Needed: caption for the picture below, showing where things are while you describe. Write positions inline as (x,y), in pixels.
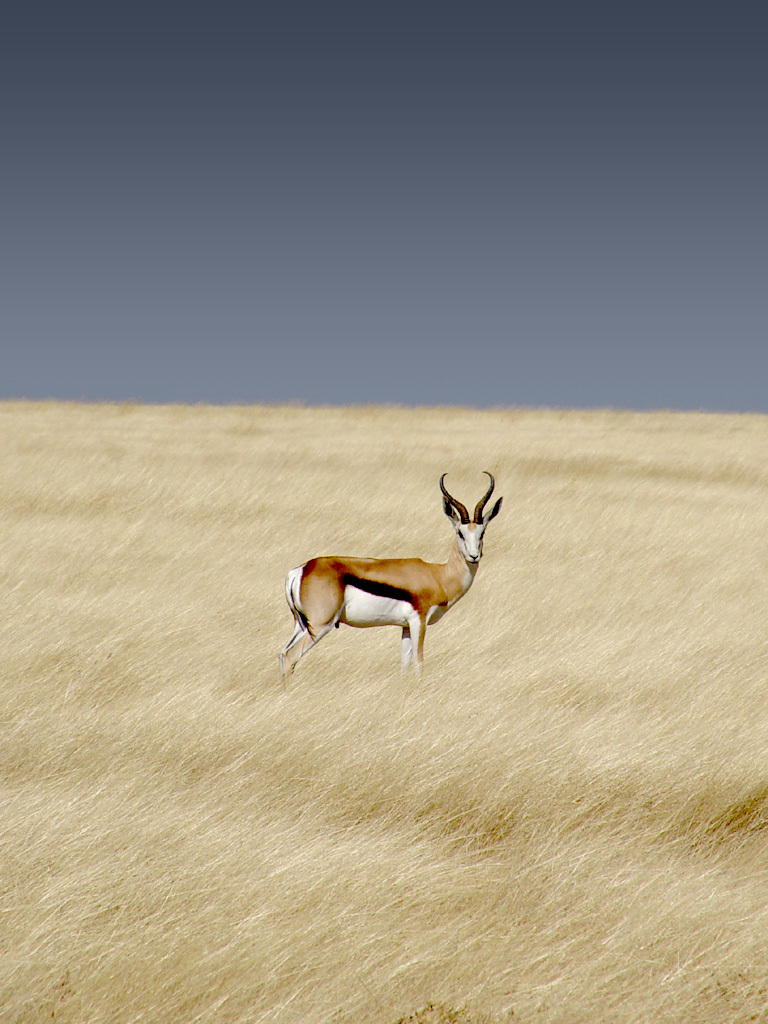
In the center of the image (369,604) we can see an antelope (371,593). At the bottom (337,835) there is grass (419,819). In the background (430,372) there is sky (478,248).
